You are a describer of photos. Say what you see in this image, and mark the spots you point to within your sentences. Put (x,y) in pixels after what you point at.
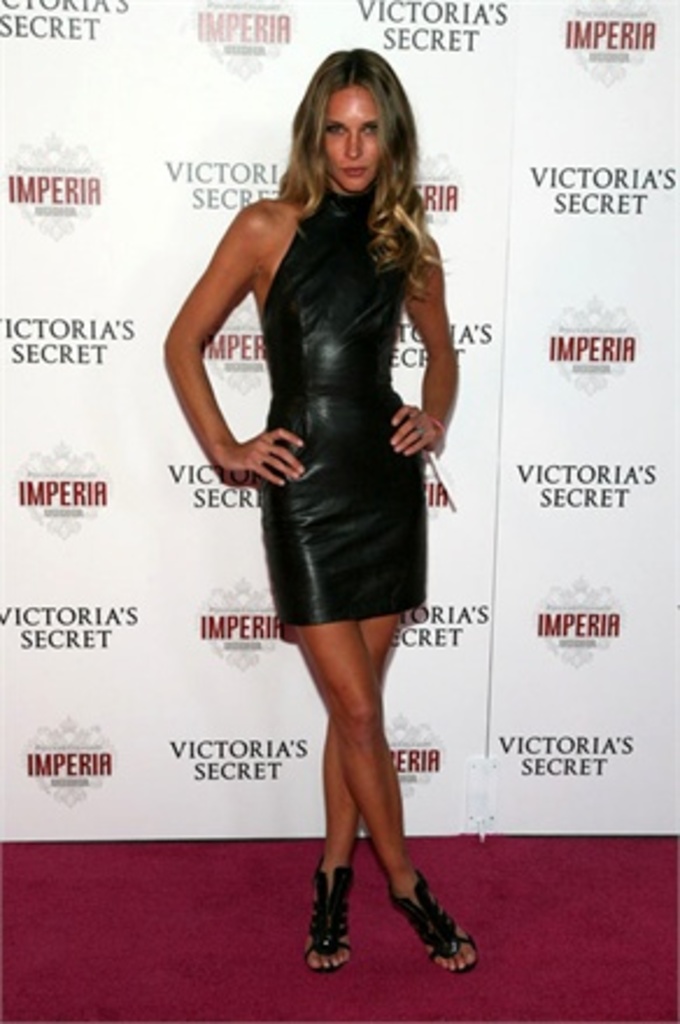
In this picture we can see a woman (367,411) is standing, she wore a black color dress (320,452), in the background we can see logos (227,48) and some text (227,48).
